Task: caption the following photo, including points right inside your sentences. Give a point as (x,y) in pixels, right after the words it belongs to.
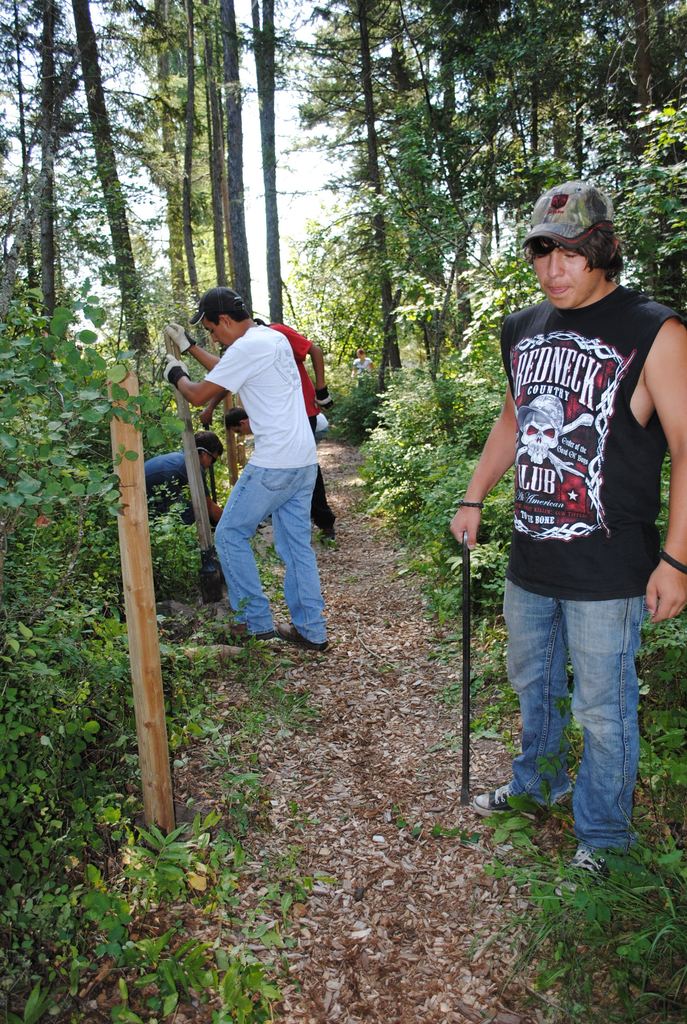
In this picture we can see people (560,350) standing and erecting wooden poles (143,508) into the ground (190,834) surrounded by trees (122,209) and plants (406,350).
